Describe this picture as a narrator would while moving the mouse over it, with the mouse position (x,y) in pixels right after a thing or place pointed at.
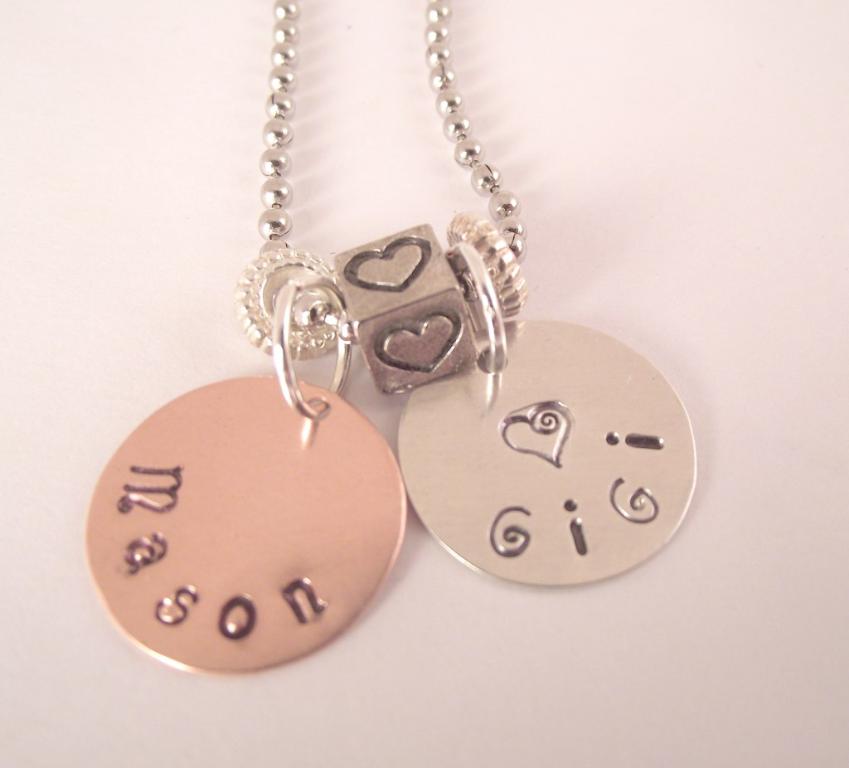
This picture is consists of a locket (120,485) in the image.
